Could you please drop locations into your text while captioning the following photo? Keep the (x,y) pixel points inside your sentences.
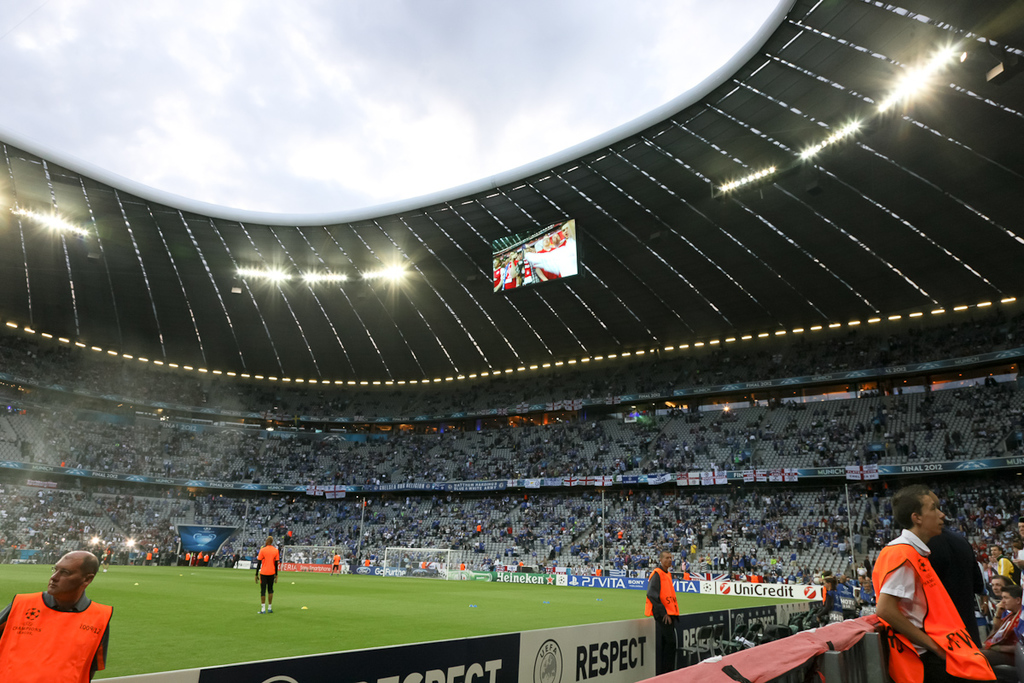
In this picture we can see a stadium (381,343). In the stadium (456,428) there are groups of people (670,520) and some people (664,579) are standing. There are boards (241,566) and lights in the stadium (570,234). Behind the stadium (194,209) there is the sky (230,152).
